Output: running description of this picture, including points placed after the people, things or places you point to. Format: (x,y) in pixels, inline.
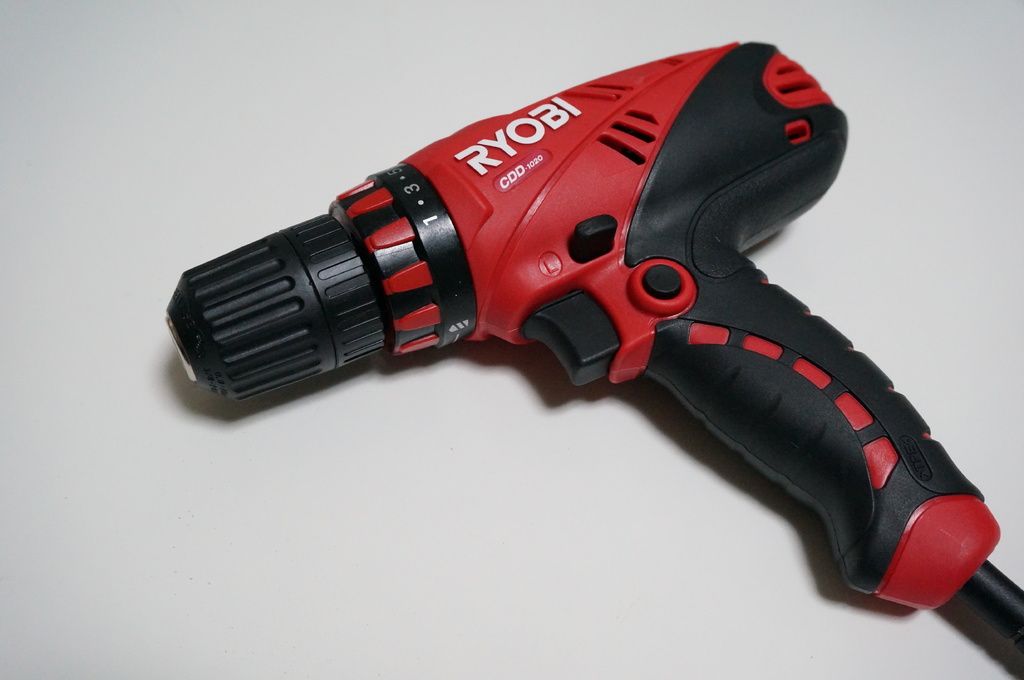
In this picture I can see the drilling machine (660,317) which is kept on the table (591,521).
